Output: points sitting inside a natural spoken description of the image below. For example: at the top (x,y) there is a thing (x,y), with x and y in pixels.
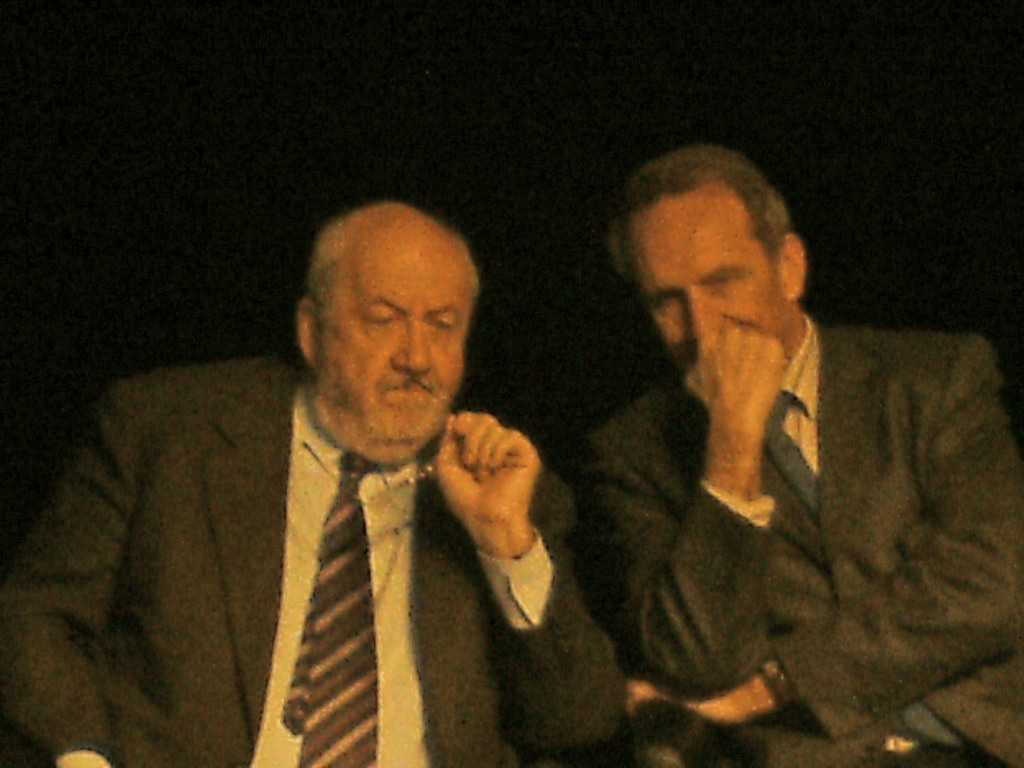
In this picture there are two people (909,446) sitting. At the back (232,328) there is a black background (208,161).
